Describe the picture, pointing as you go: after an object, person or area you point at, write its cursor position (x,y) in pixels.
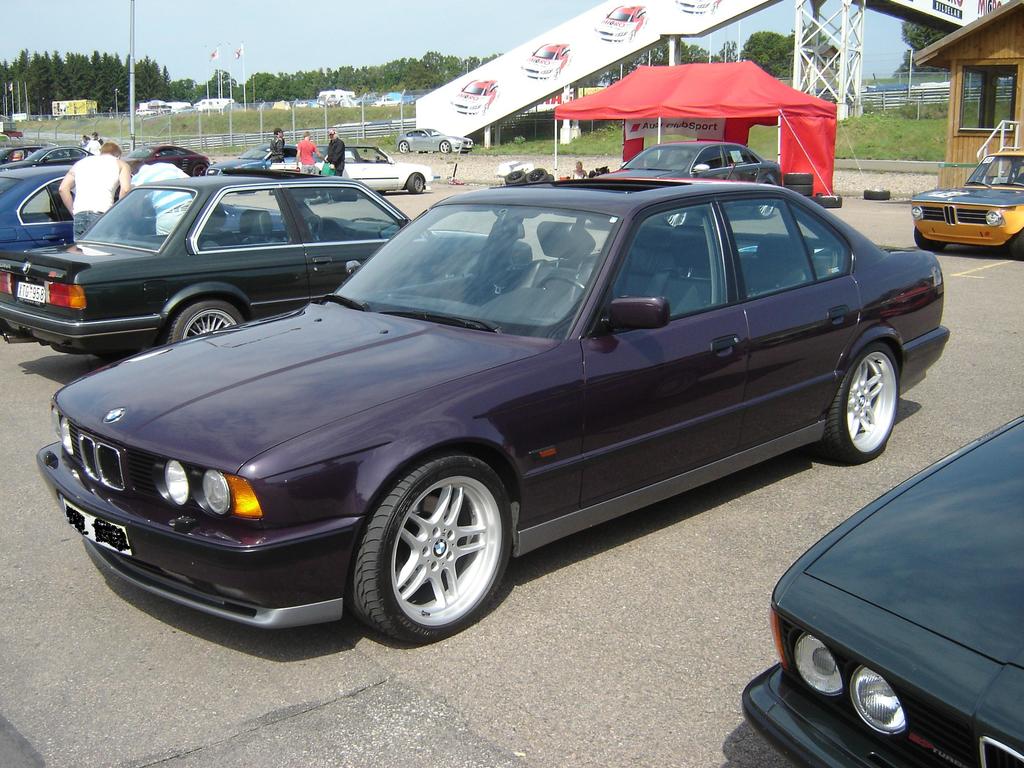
In this image we can see cars (498,342) on the road (526,705). In the background (965,139) there is a house (956,82), cars (946,197), tent (735,118), fencing (364,136), flags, poles (133,101), trees (99,97) and sky (406,41).
